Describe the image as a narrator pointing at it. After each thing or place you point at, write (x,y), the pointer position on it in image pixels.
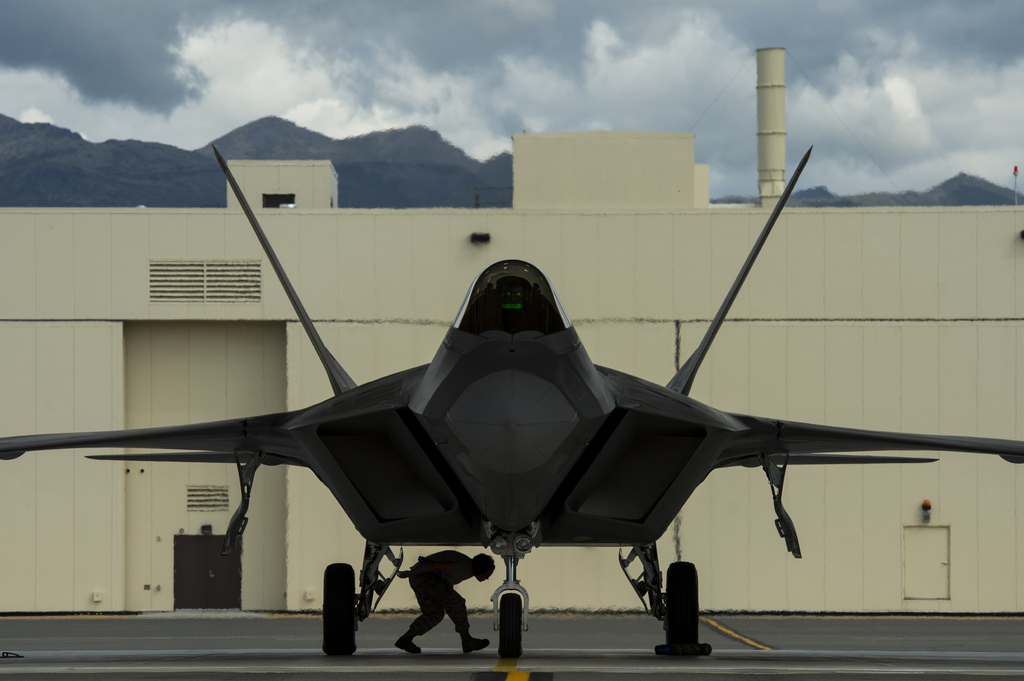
In this picture there is an aircraft (498,363) and there is a person (467,563) walking under the aircraft (389,556). At the back (372,369) there is a building (918,588) and there is a door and there are mountains (131,178). At the top (467,61) there is sky (509,75) and there are clouds (607,88). At the bottom (470,658) there is a road (683,676).
